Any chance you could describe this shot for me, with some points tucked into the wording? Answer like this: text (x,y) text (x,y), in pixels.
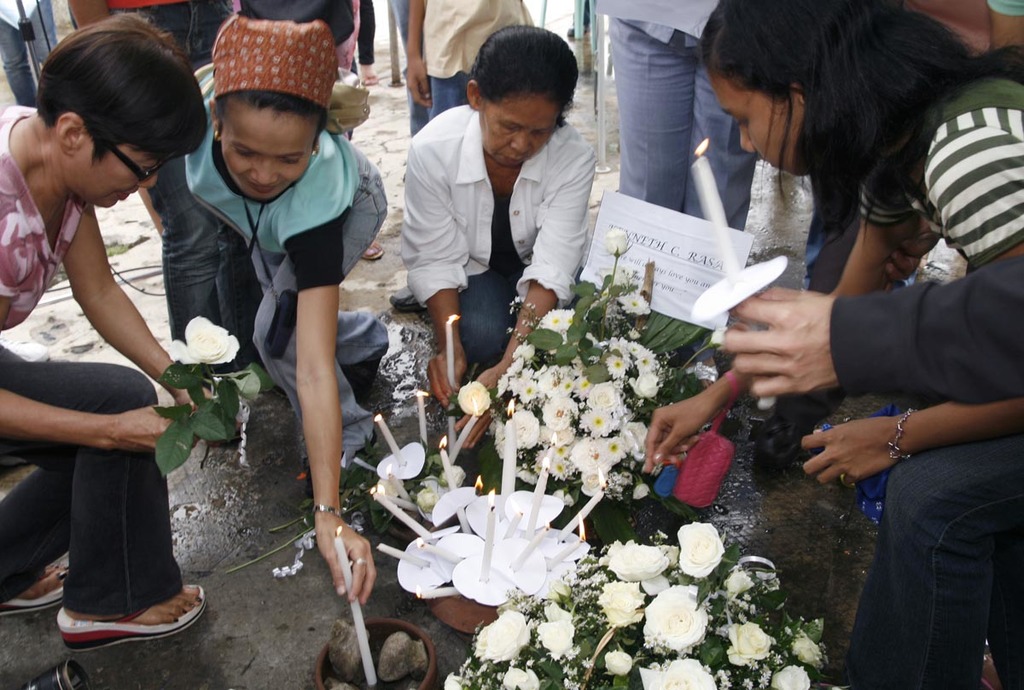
This picture describe about some flowers (558,448) and candle (365,662) kept on the ground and around we can see a group of women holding and lighting the candles (364,638).
